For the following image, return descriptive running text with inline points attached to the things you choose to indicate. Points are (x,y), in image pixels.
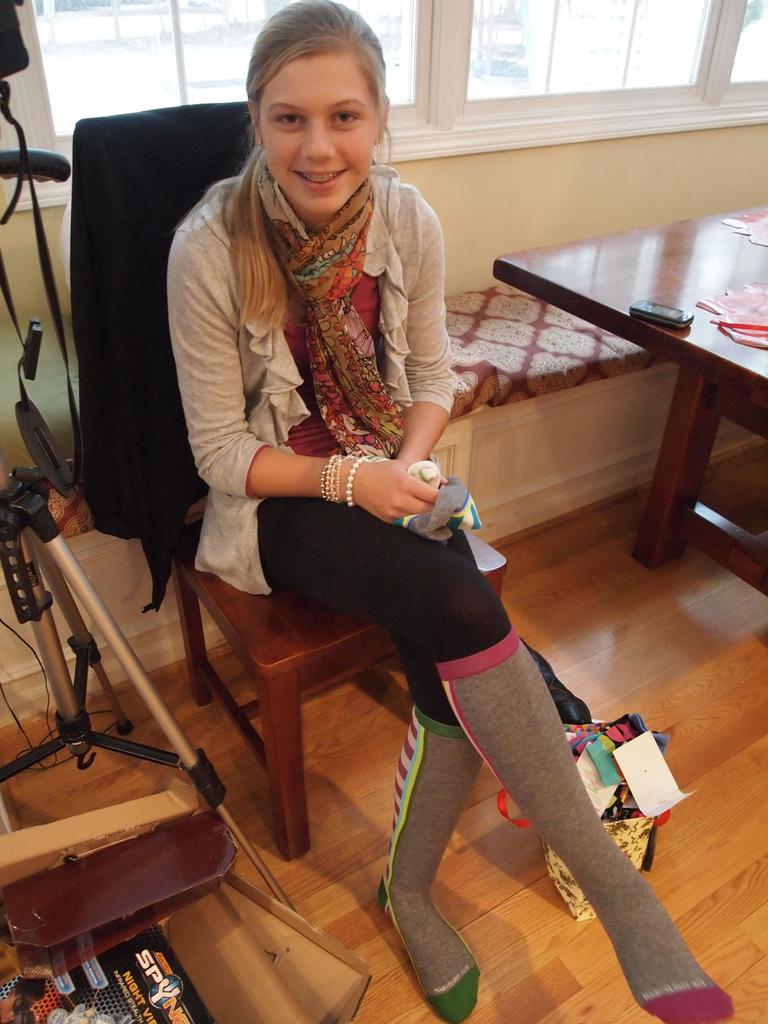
This is a picture taken in room (80,507), the women (296,385) in gray cardigan (242,360) with scarf (315,329) sitting on a chair (236,599) on the right side of the women (340,363) there is a table (632,288) on the table (635,270) there is a paper (761,297) and mobile phone (660,317). To the left side of the women (299,148) there is a tripod stand (52,571) and some boxes (106,980). Background of the woman (278,429) is a glass window (403,99).
